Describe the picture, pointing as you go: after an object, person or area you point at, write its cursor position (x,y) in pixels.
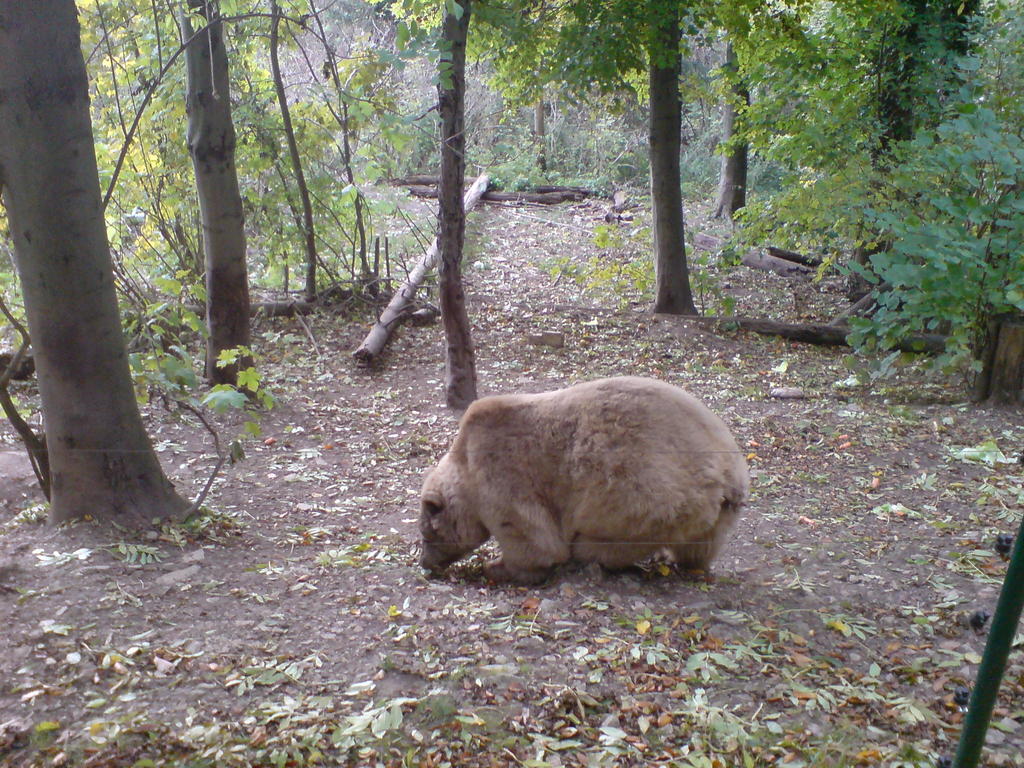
In the foreground of the picture (291,684) there are leaves (593,636), dry leaves (520,598) tree (69,437) and a brown bear (587,475). In the center of the picture (419,284) there are trees (681,266), plants (627,267) and wooden logs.
